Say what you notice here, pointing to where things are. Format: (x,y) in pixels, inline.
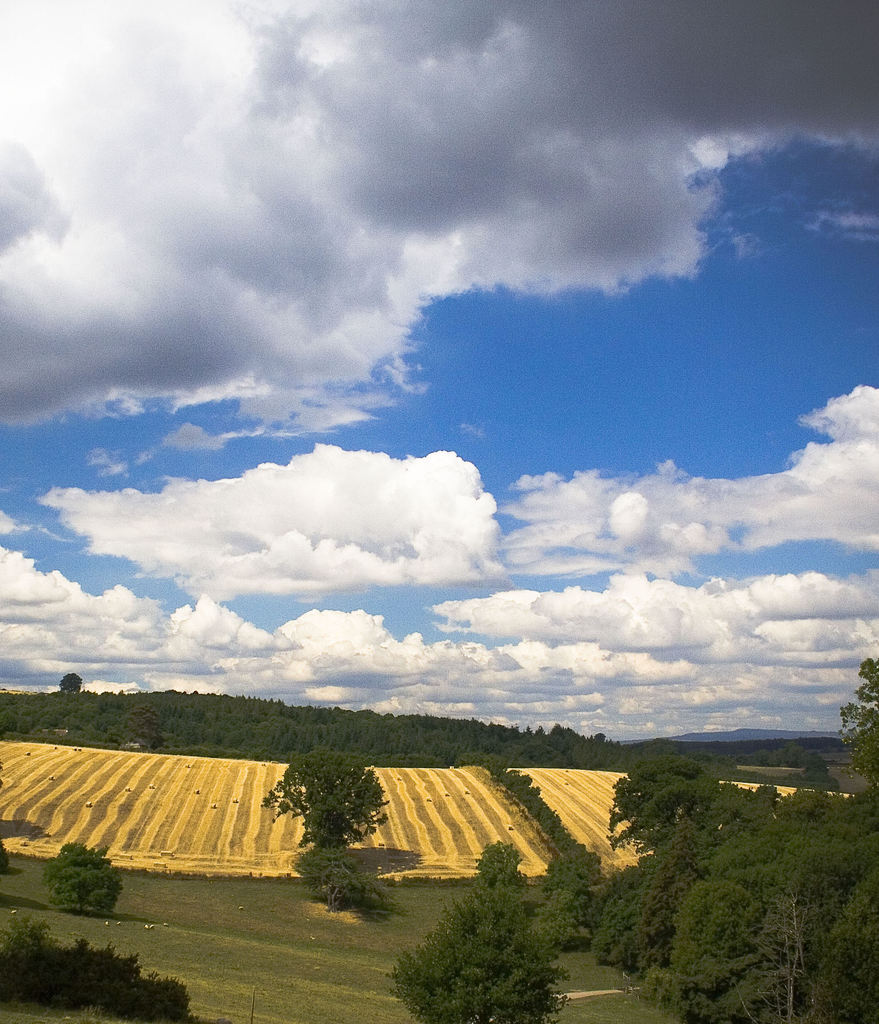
In this image, we can see the cloudy sky (619,553). At the bottom of the image (296,857), we can see trees (865,974), plants (67,999) and grass (357,925).
